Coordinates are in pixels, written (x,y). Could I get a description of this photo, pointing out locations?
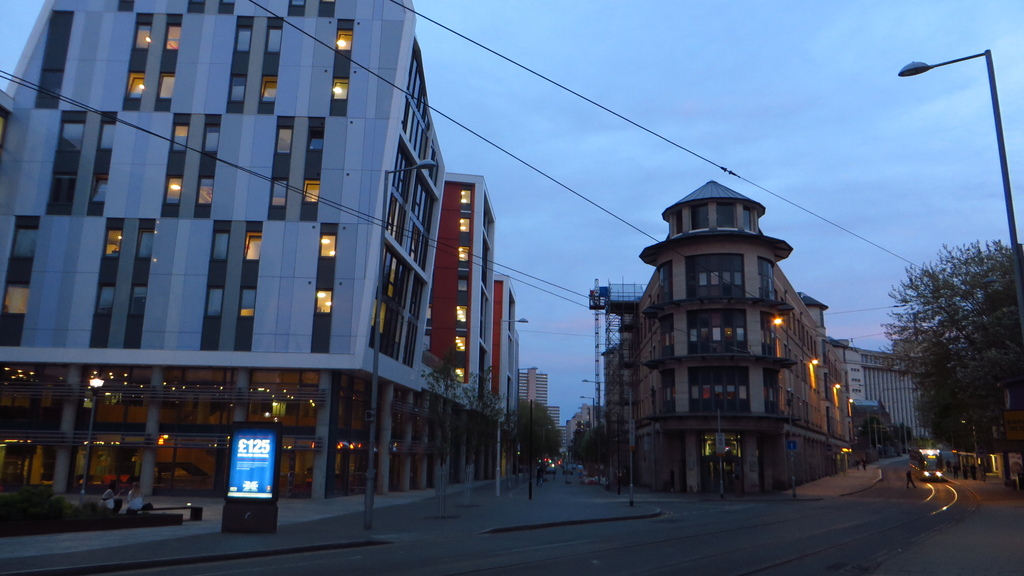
In this image there are some buildings (833,380), trees (936,367), poles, lights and also there are some vehicles (579,469) on the road (715,518) and some persons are walking. On the left side (245,474) there is a board (245,493) and some persons (108,506) are sitting, and also there are some plants (63,506). At the bottom (667,522) there is road (882,502) and in the foreground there are some wires (385,80), and at the top of the image (598,123) there is sky (598,120).
